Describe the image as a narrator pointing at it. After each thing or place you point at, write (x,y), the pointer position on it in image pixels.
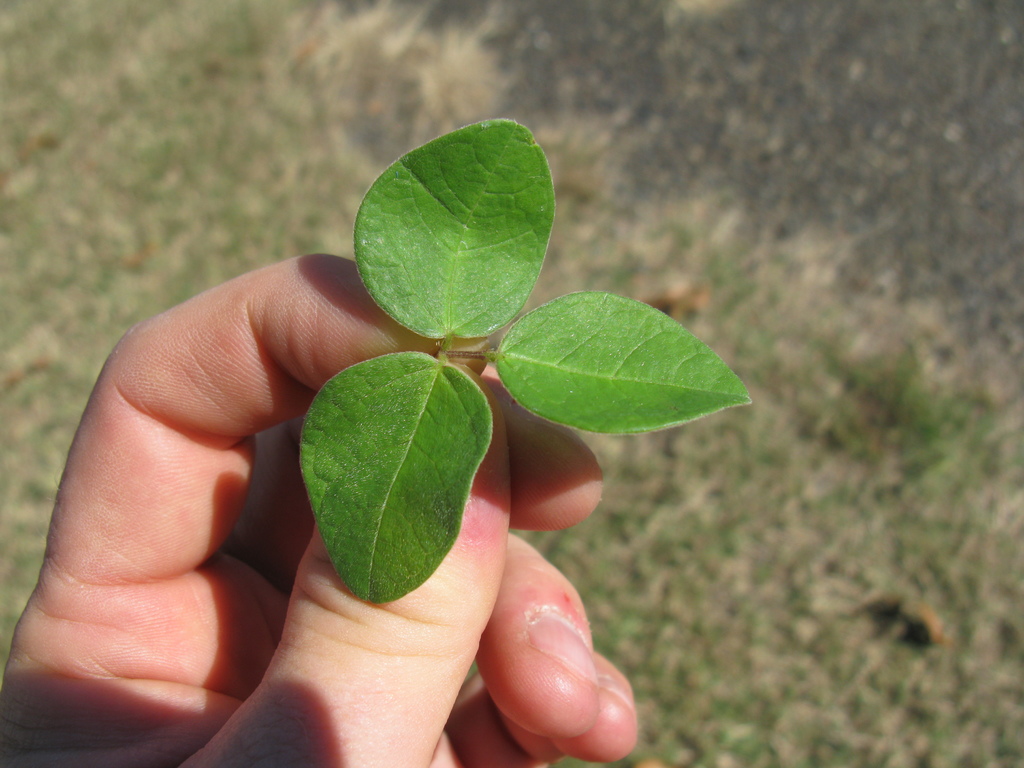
In this there is a person's hand (290,542) holding leaves (472,324), there is grass (556,187).
